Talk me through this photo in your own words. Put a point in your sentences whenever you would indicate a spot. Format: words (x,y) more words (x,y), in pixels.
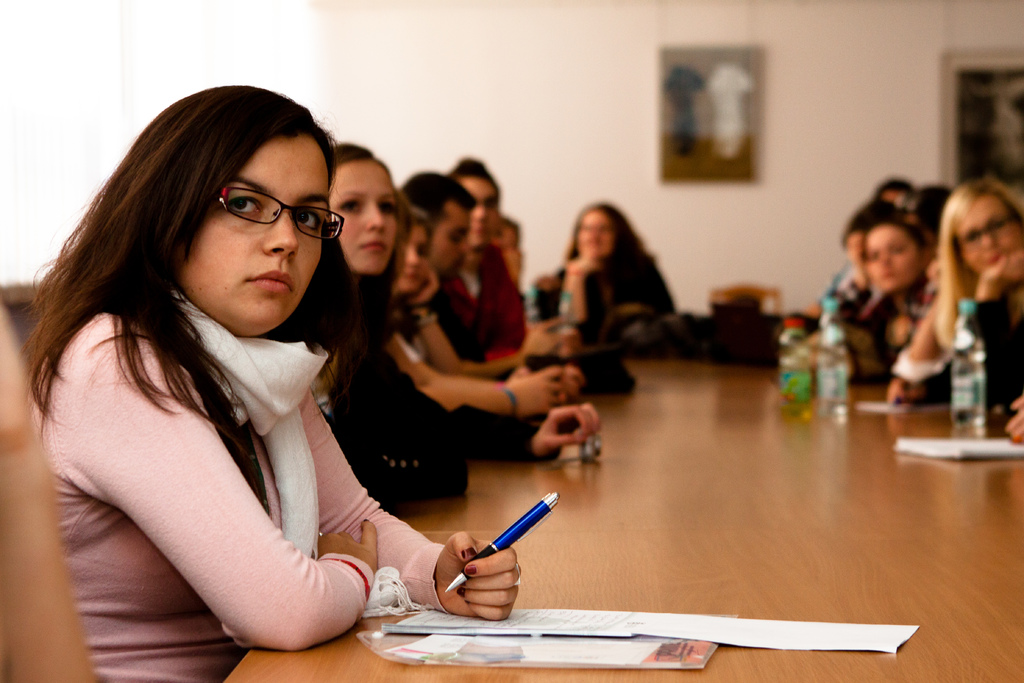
In the image there is a table (695,511) and around the table (678,501) a group of people (899,390) are sitting and on the table (436,533) there are water bottles (831,362) and some papers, in the background (638,87) there is a wall (636,162).
